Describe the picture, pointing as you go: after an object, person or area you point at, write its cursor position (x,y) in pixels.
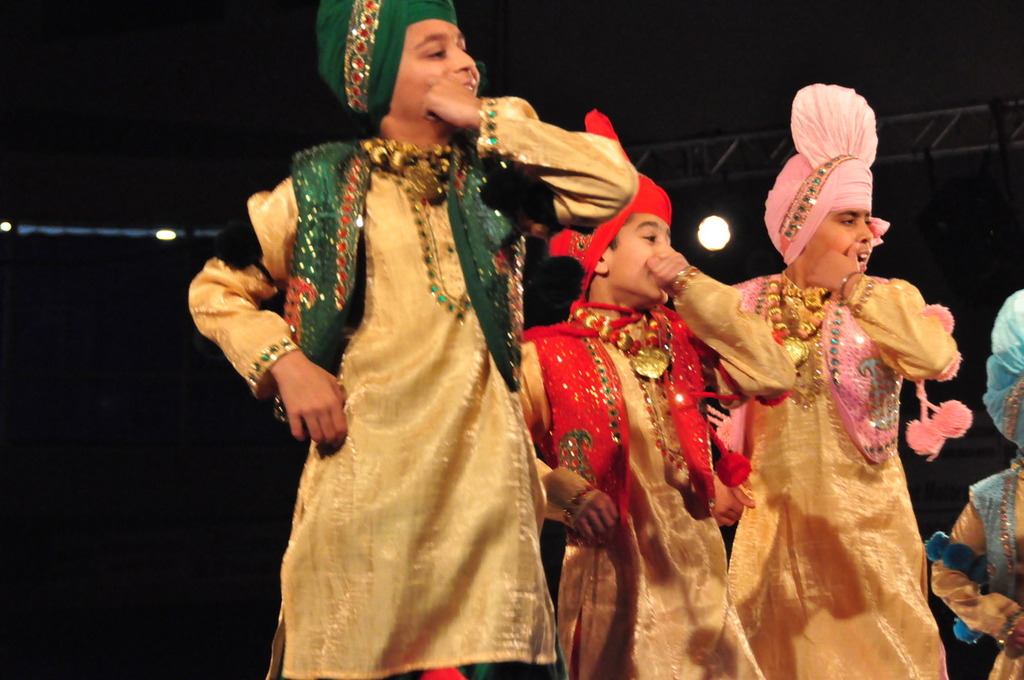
In this image I can see few children (724,456) wearing same costume (492,453) and dancing by looking at the right side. In the background (709,241) there are few lights (168,238) and a metal frame (726,163) in the dark.
